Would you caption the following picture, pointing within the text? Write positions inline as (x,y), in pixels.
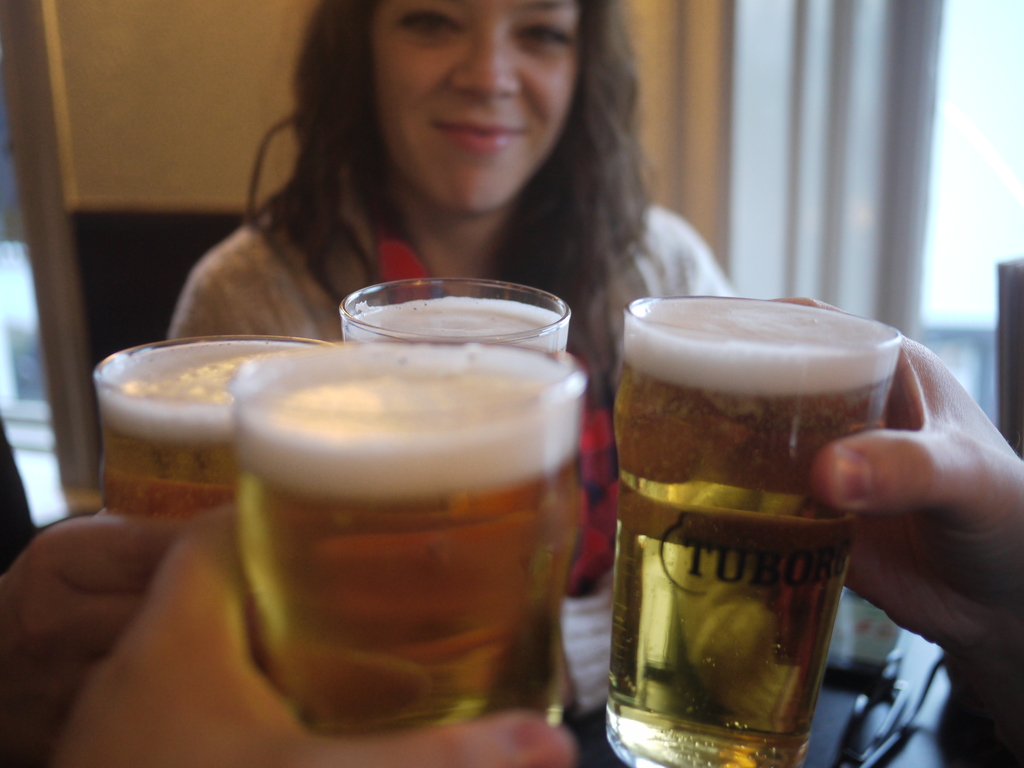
In the foreground of this picture (249,579) we can see the hands (181,692) of the persons (892,460) holding the glasses (515,419) of drinks (662,509) and we can see another person (264,276). In the background (204,154) we can see some other objects (83,245).
